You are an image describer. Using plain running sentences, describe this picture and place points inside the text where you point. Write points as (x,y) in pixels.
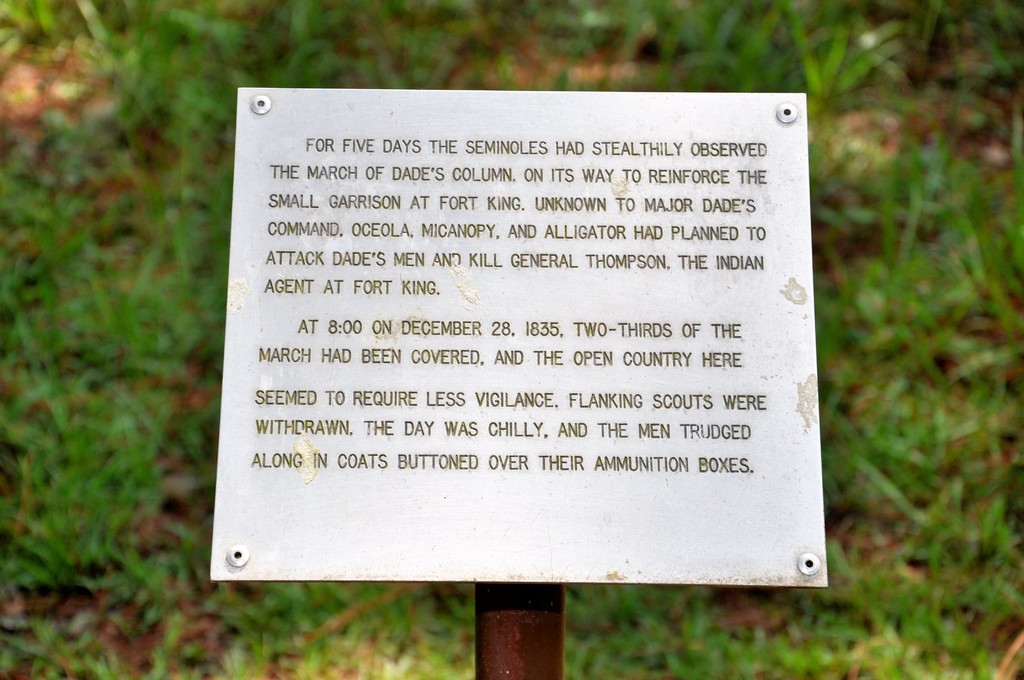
In this image there is a board (495,472), there is text (618,430) on the board (517,338), at the background of the image (946,427) there is grass (123,558).
